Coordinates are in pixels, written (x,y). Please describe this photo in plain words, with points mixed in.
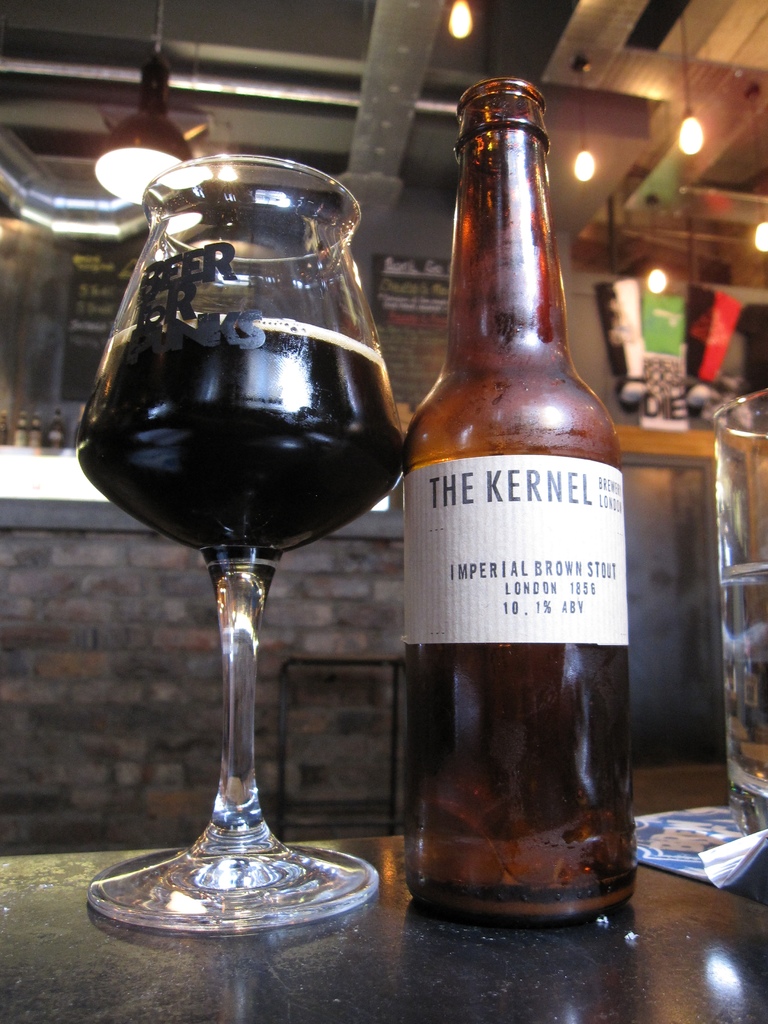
There is a table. There is a wine glass (356,282), bottle (454,565) on a table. The bottle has a sticker (588,617). We can see in the background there is a lights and pillar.
